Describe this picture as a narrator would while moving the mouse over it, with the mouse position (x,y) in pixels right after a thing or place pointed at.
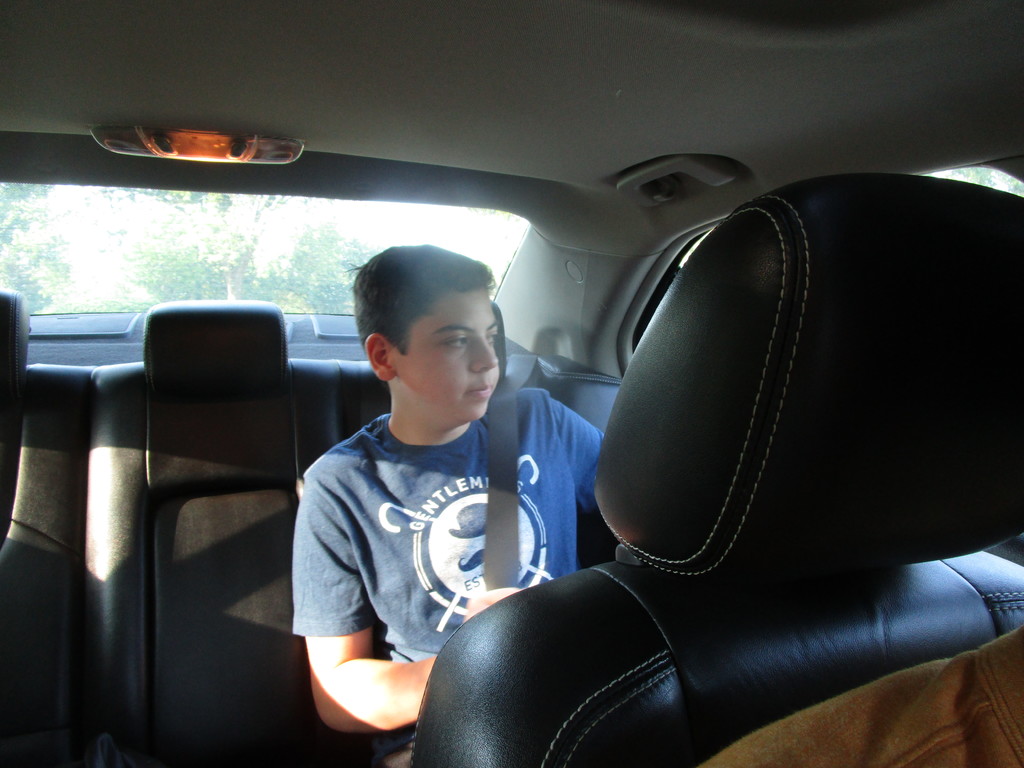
This picture shows an inner view of a car (224,572). We see a man (301,574) seated on the back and we see he wore a seat belt (499,483).
